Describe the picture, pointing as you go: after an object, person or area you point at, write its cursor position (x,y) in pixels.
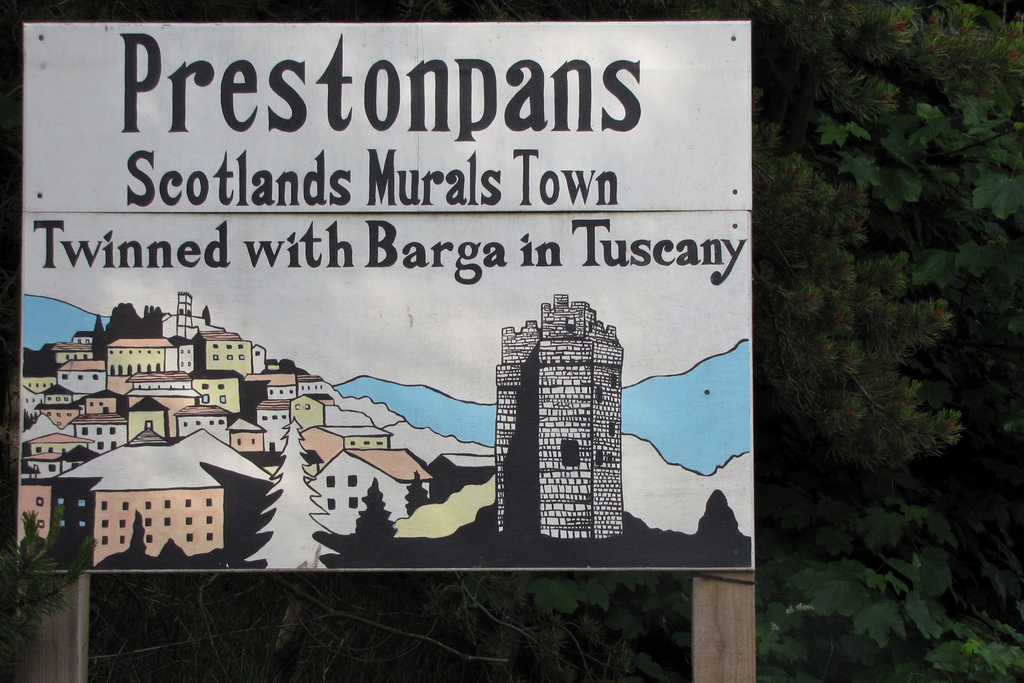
In this picture there is a white color board (474,245) fixed to these two wooden poles (726,612). On this board (287,372) we can observe a sketch (121,437) of some buildings (196,434) and mountains (456,415). In the background (798,428) there are trees (837,440).
